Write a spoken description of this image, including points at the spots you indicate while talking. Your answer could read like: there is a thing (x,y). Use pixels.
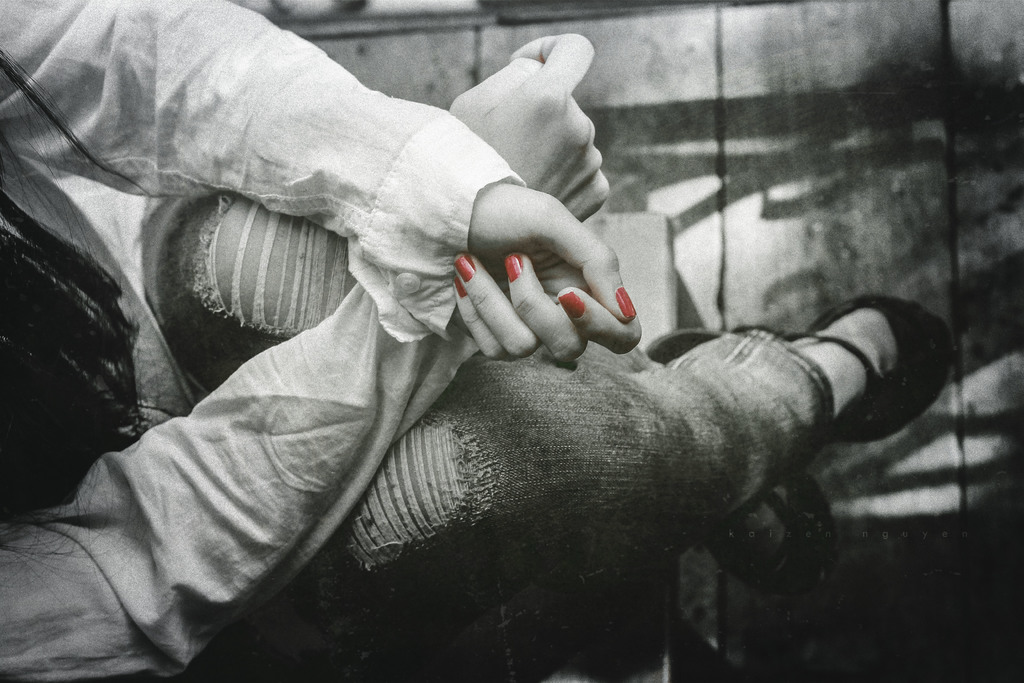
This image consists of a woman (275,322) sitting. She is wearing a white shirt (241,377) and a gray jeans (592,384). At the bottom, there is a wooden floor (742,151).
